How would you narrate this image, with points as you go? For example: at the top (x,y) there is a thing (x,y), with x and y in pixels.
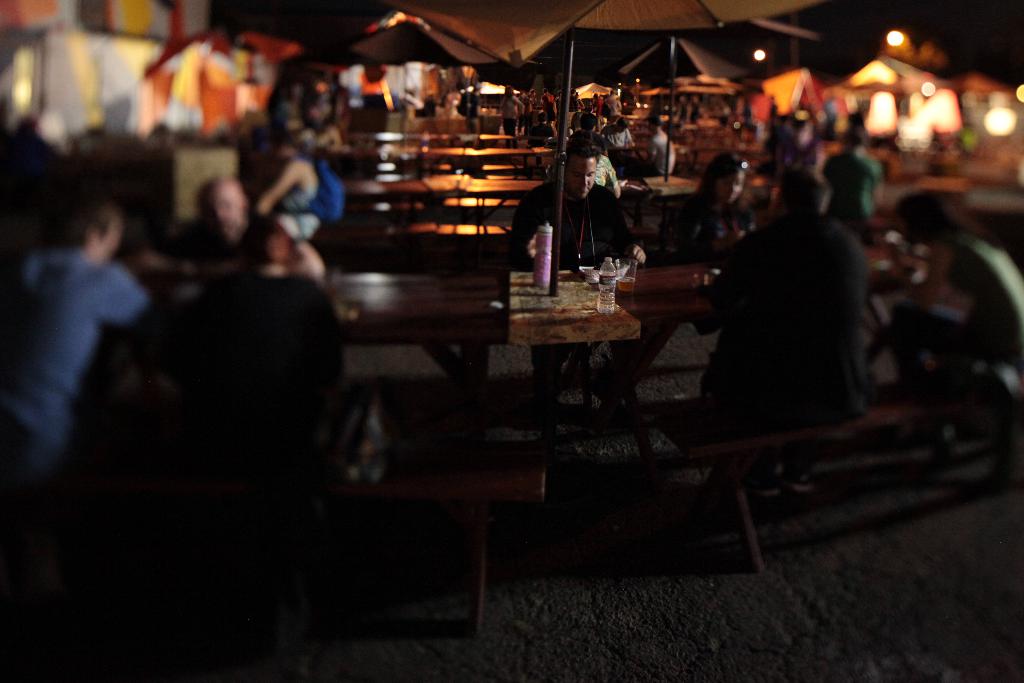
As we can see in the image, there are a lot of people (987,334) sitting on benches (151,475). On this table (608,315) there is a bottle (610,293) and the floor (680,622) is in grey color.
